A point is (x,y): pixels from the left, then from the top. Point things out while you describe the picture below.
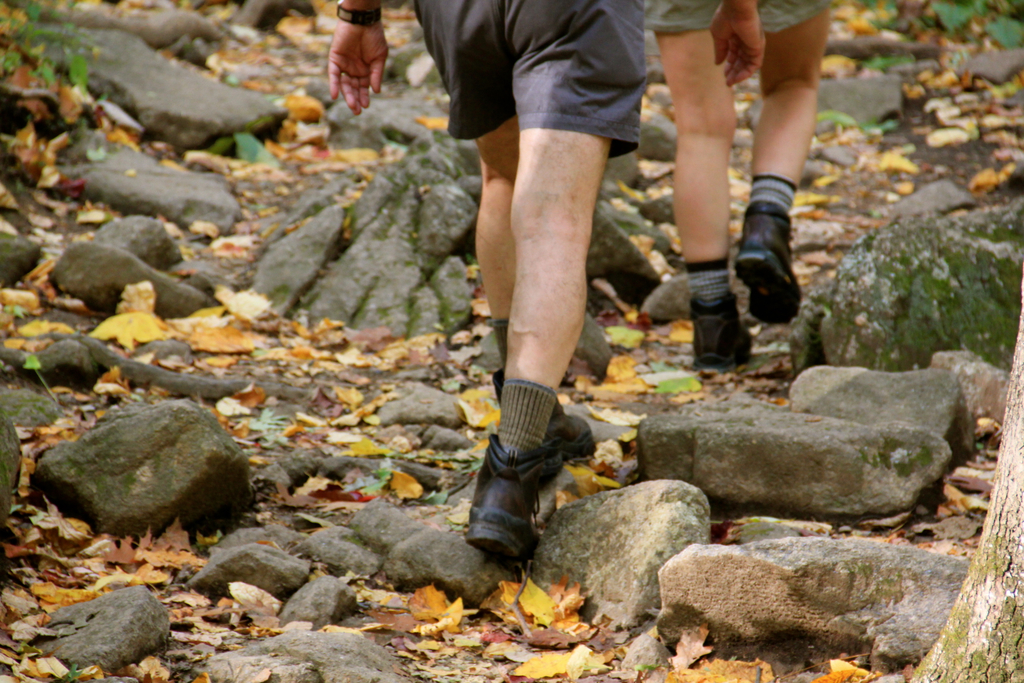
In the picture we can see two people (494,438) are walking on the earth (624,405), there are some rocks (773,433) and dry leaves (456,607).
